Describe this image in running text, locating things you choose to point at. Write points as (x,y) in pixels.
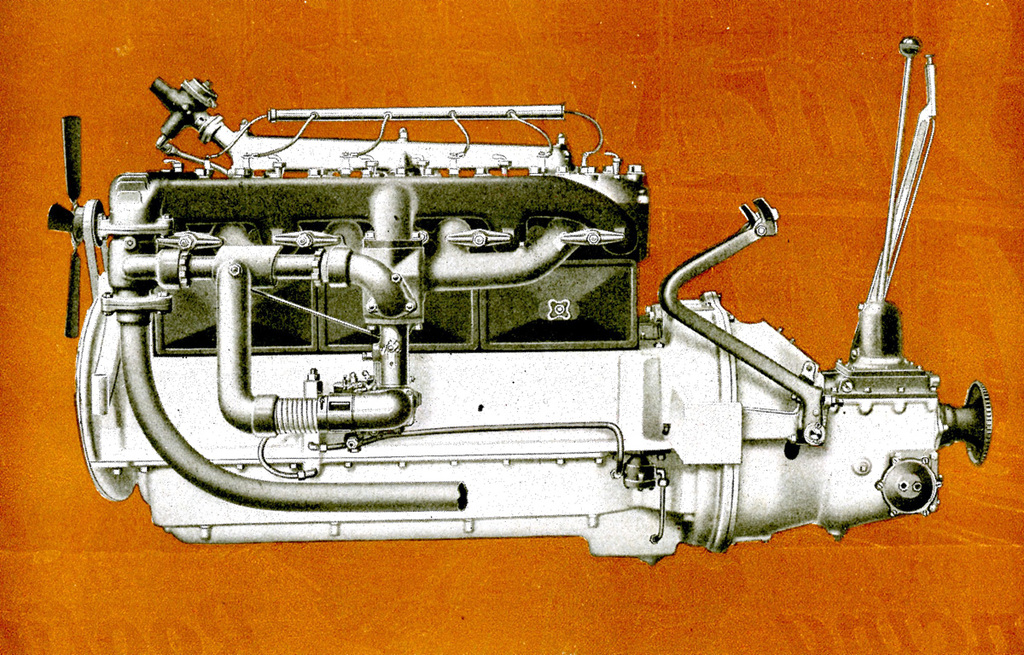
In the picture I can see an engine (519,356) which is in silver color and the background (181,592) is in orange color.
